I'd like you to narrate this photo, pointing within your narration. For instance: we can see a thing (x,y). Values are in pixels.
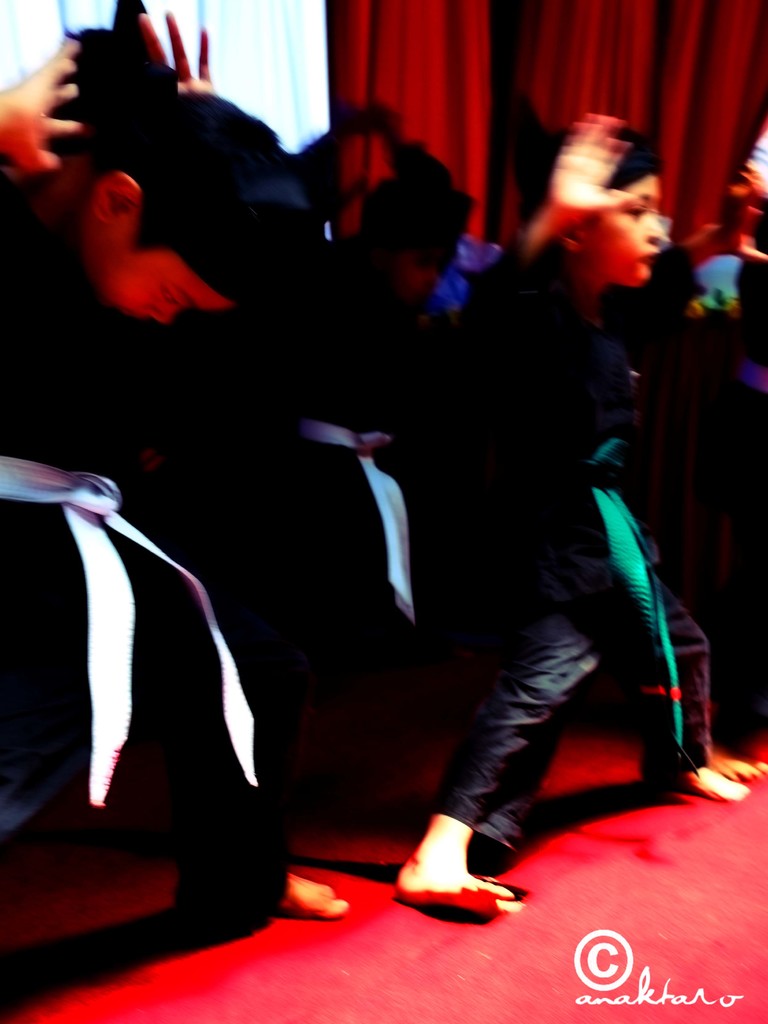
In this image there are a few people (721,602) standing on the stage (547,804). In the background (293,66) there are curtains (396,66). At the bottom right side of the image (611,992) there is some text (696,996).
